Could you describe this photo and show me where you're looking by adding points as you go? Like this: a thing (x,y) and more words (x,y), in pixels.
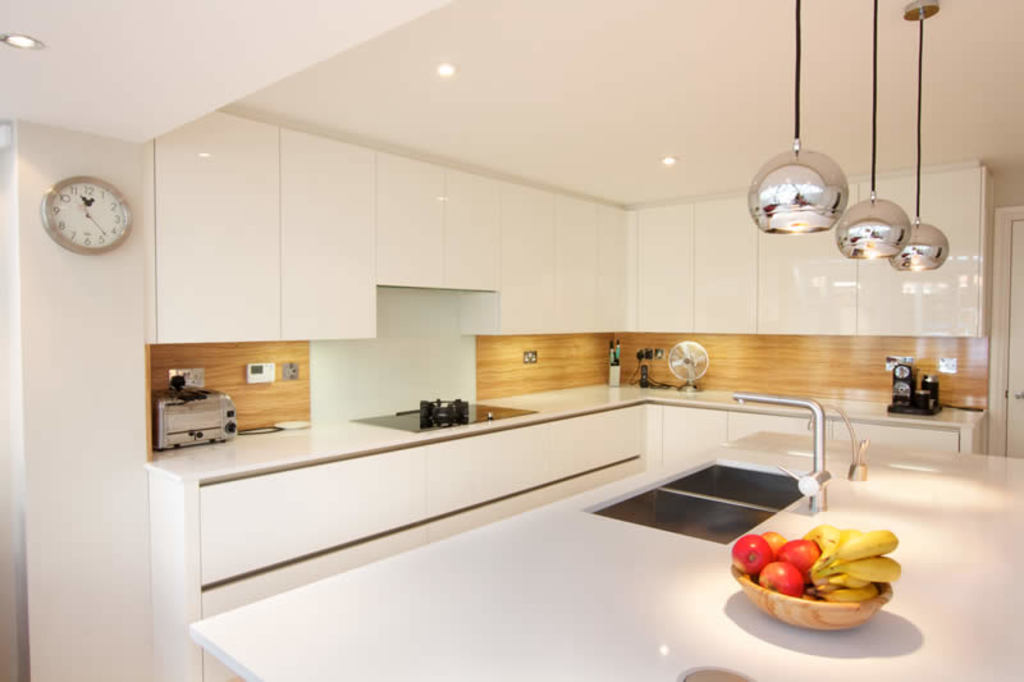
In this picture I can see the view of the kitchen room (643,455). On the left (94,207) there is a wall clock (94,230) which is placed on the wall (83,312). In the bottom right corner (863,548) I can see the bananas (856,560) and apples (797,543) in the wooden bowl (838,603) which is kept near to the wash basin (771,512). In the center (475,416) I can see the stove (457,401), beside that I can see the toaster (179,421). On the right (1023,353) there is a door (1015,364), beside that I can see some black object (903,398). Beside the black object (897,387) I can see the fan (669,357) and other objects (652,355). In the top right corner (884,204) I can see the light (877,18) which is hanging from the roof (895,12).
